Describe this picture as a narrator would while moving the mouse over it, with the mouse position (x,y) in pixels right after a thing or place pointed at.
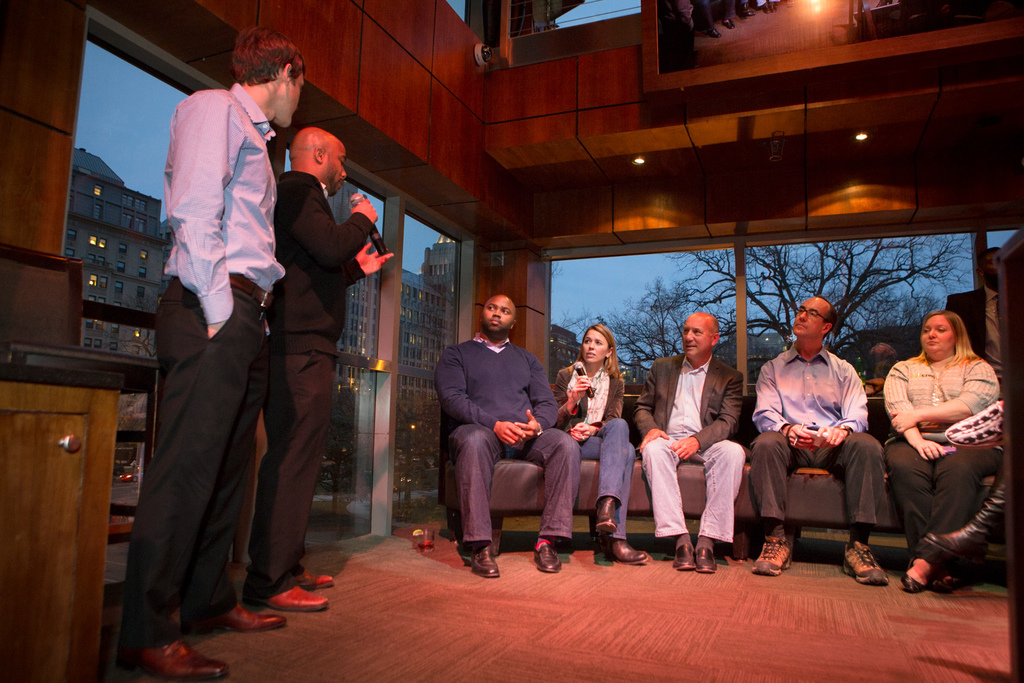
In this image, we can see people (967,532). Few people (655,459) sitting on a couch (696,493). At the bottom (887,658), there is a floor (753,652). On the left side of the image (245,381), we can see two men (285,316) standing, chair (17,294) and cupboard (54,478) with handle (68,449). A man (296,281) is holding a microphone (370,222). In the background (908,260), we can see glass objects (896,269). Through the glasses (402,297), we can see buildings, vehicles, trees (397,466) and sky (588,271). In the top right side of the image (805,26), there is a mirror (866,29). On this mirror (797,32), we can see reflections (734,19).
